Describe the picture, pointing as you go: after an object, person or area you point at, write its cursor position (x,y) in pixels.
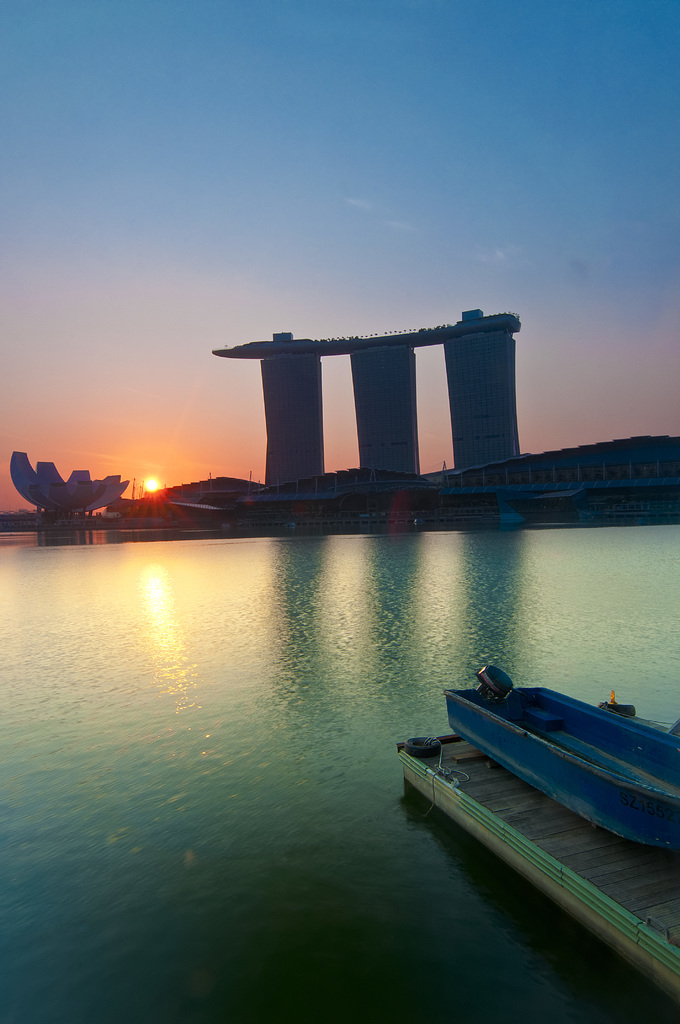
In this image I can see the water (218,688), the wooden bridge (588,882) and on the bridge (614,855) I can see a blue colored boat (590,780). In the background (644,478) I can see few buildings (354,476), the sky (232,216) and the sun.
